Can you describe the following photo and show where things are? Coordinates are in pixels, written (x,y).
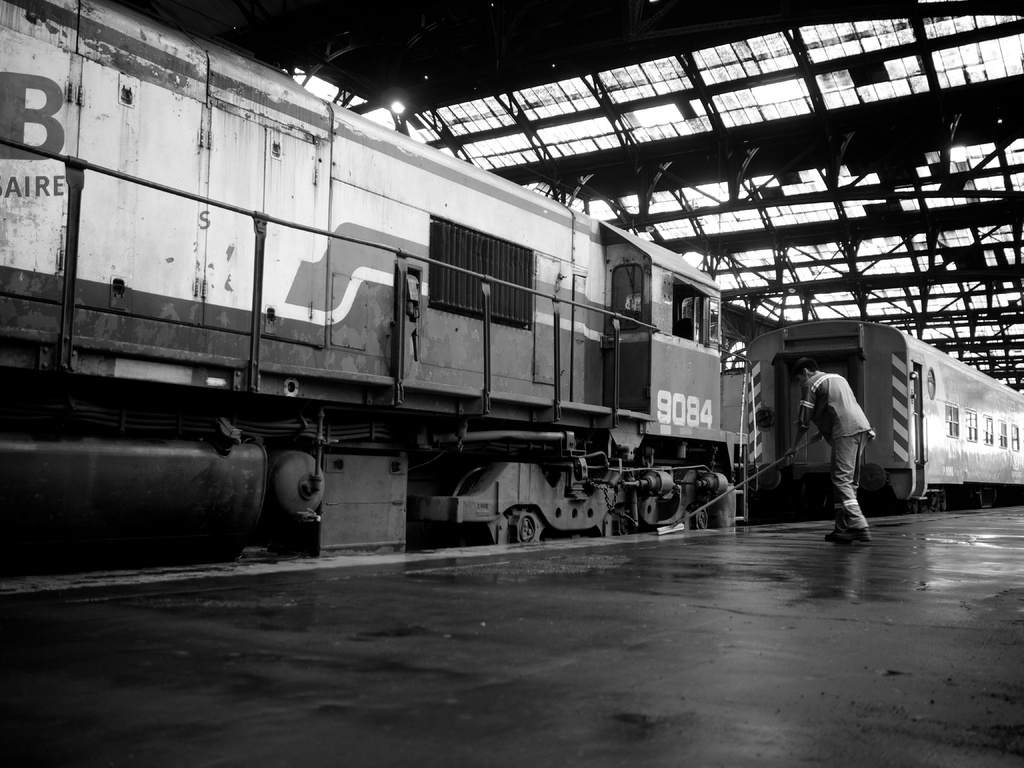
In this image we can see a person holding the object (763,471) and cleaning the platform (692,682) in the railway station (548,625), in front of the person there is a train (571,370), on the top (646,208) there is a roof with light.
